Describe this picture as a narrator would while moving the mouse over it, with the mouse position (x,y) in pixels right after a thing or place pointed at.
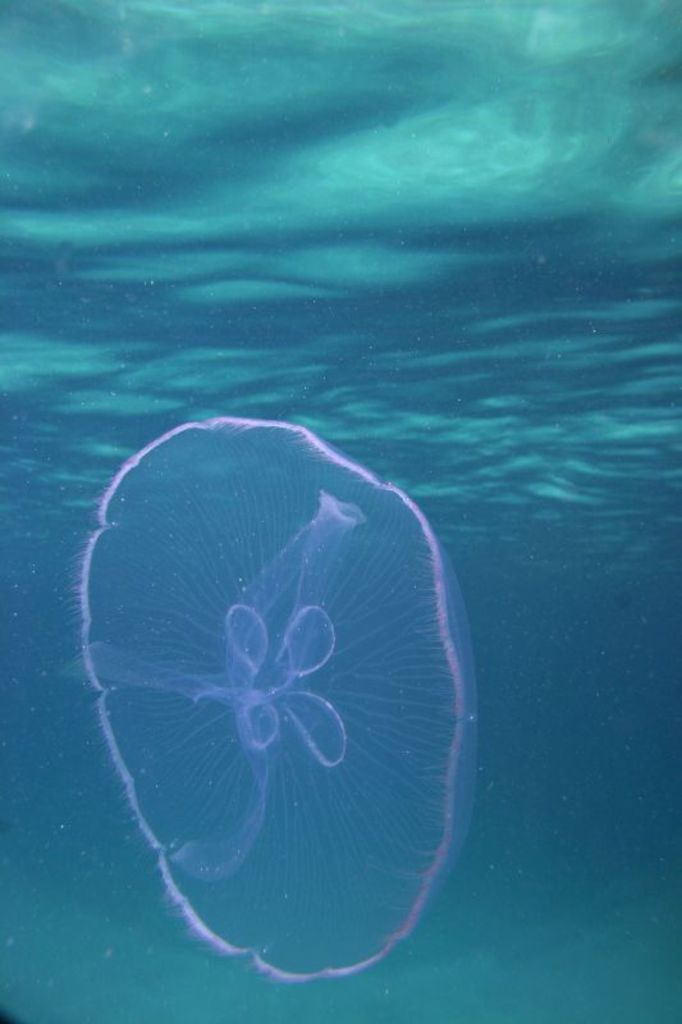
In this image, we can see a jellyfish (241,667) in the water (581,559).
